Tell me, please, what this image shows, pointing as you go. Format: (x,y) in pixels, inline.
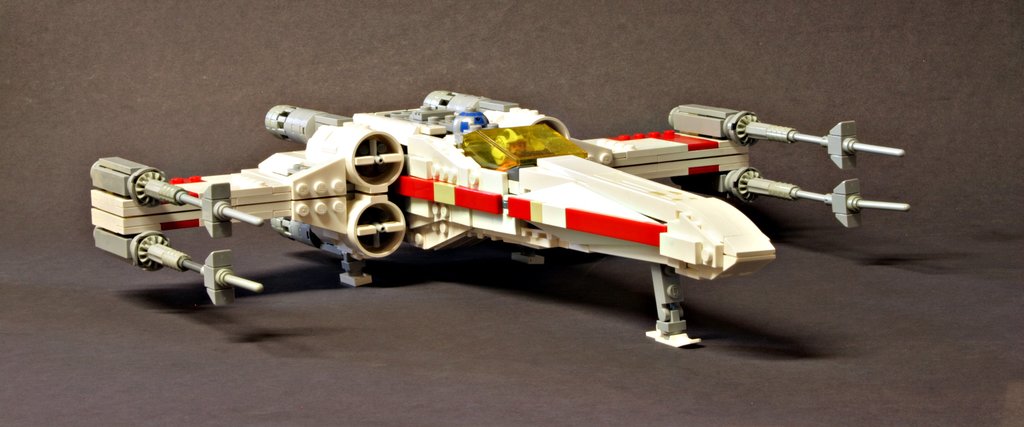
In this image I can see the miniature of the aircraft (407,228). The aircraft (480,195) is in white, red and ash color. It is on the black color surface (335,320).
